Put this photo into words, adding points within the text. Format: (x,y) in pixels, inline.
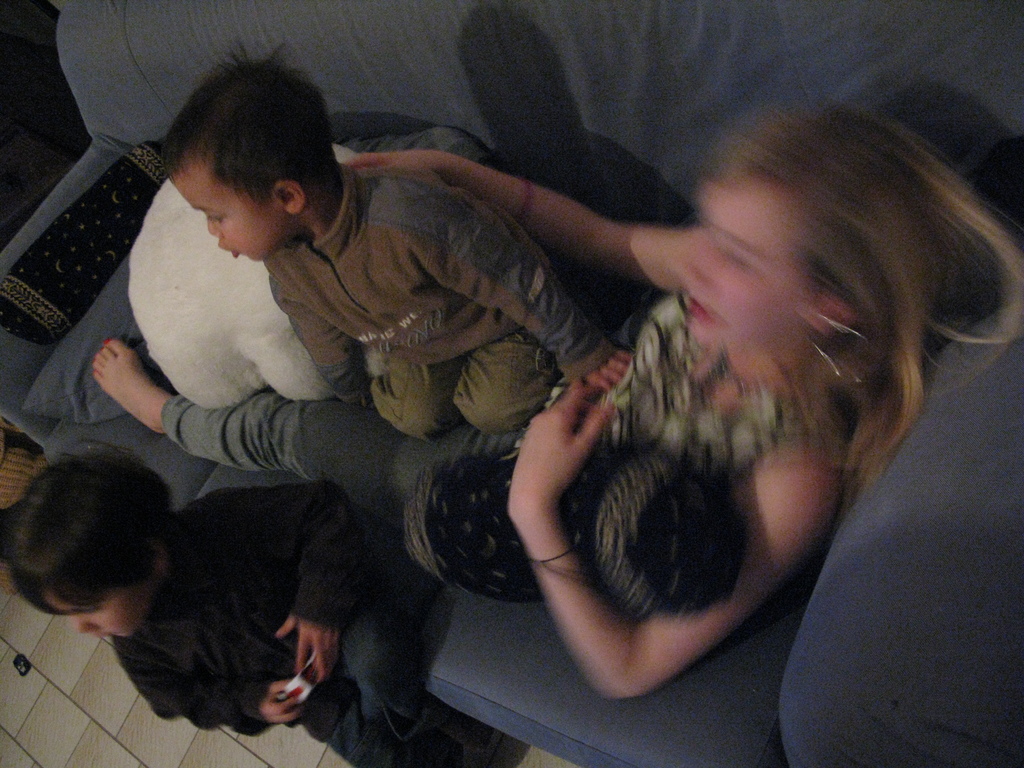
In this image there is a sofa (453,616) and we can see cushions (126,227) placed on the sofa (516,634). There is a lady (440,445) and two kids (290,614) sitting on the sofa (437,654). At the bottom (75,693) there is a floor (108,753).
